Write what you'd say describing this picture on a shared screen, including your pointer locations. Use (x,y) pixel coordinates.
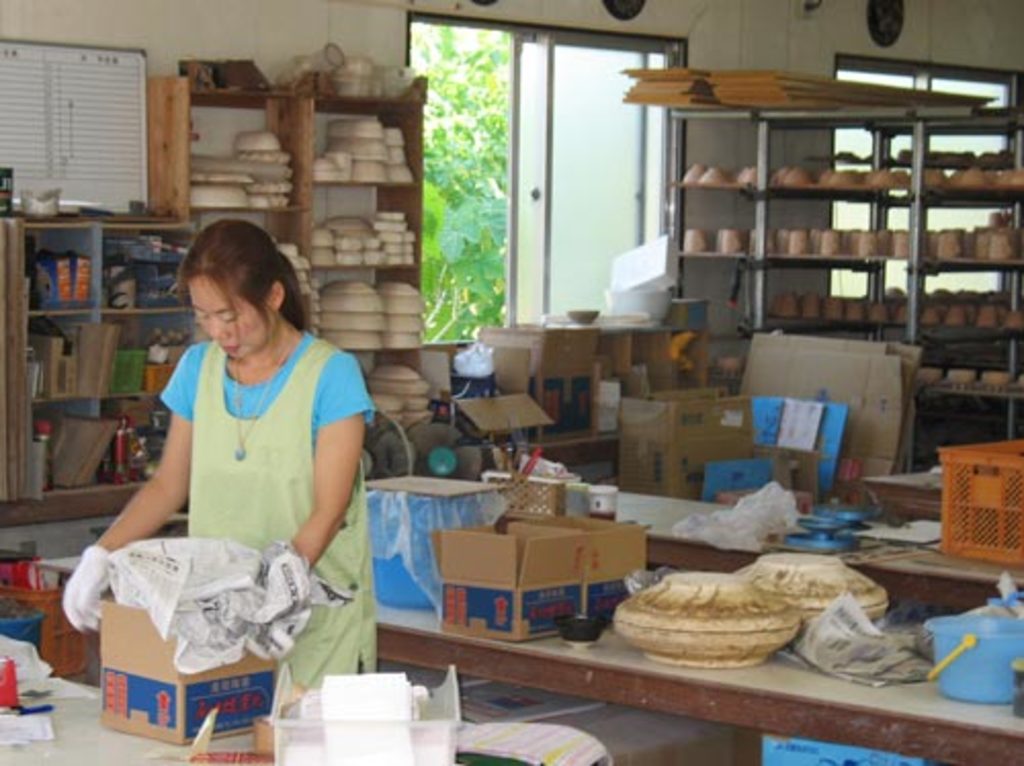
In this image on the left side (261,513) there is one woman (260,421) who is standing and she is holding some box (124,630), and in front of her there is a table (39,752). On the table (42,698) there are some boxes (287,724), papers (232,590) and some objects (15,684). In the background (1023,569) also there are some tables (988,583), on the tables (1007,566) i can see some boxes (494,577), baskets (983,558), bowls (784,611), papers (913,656) and some other objects (469,511). And in the background (975,196) there are some cupboards (962,193), and in the cupboards (746,183) there are some bowls (956,246), books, and some objects (348,293). In the center (486,261) there is a window (559,226) and some plants (472,155), on the right side (845,137) there is another window (862,145) and on the left side (129,137) there is one board (130,187). And at the bottom (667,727) there is a floor (614,713) and in the center (574,337) there are some boxes (570,379) and some bottles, bowls (639,297) and some other objects (698,324).
